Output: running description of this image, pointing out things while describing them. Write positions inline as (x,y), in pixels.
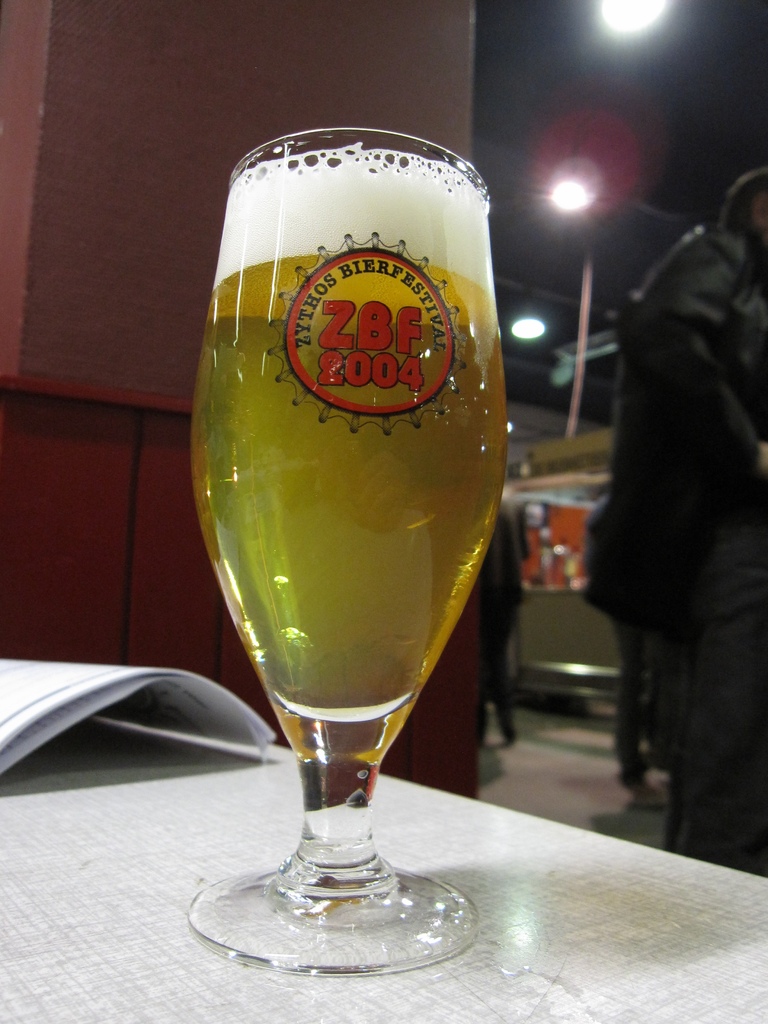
In this image we can see a glass of beer (451,612) and a paper (215,742) placed on the table (176,829). On the backside (672,530) we can see a person (672,569) standing.
